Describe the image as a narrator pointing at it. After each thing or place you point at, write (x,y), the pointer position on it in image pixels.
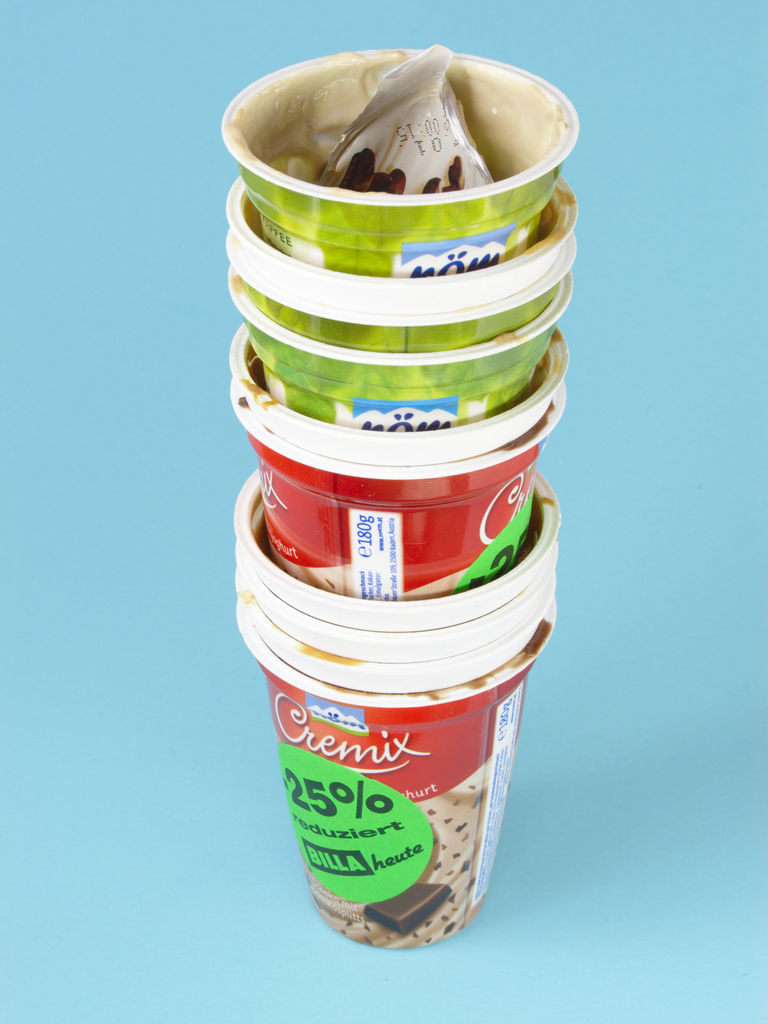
In this picture we can see plastic glasses (316,297) on the blue surface (61,629).
